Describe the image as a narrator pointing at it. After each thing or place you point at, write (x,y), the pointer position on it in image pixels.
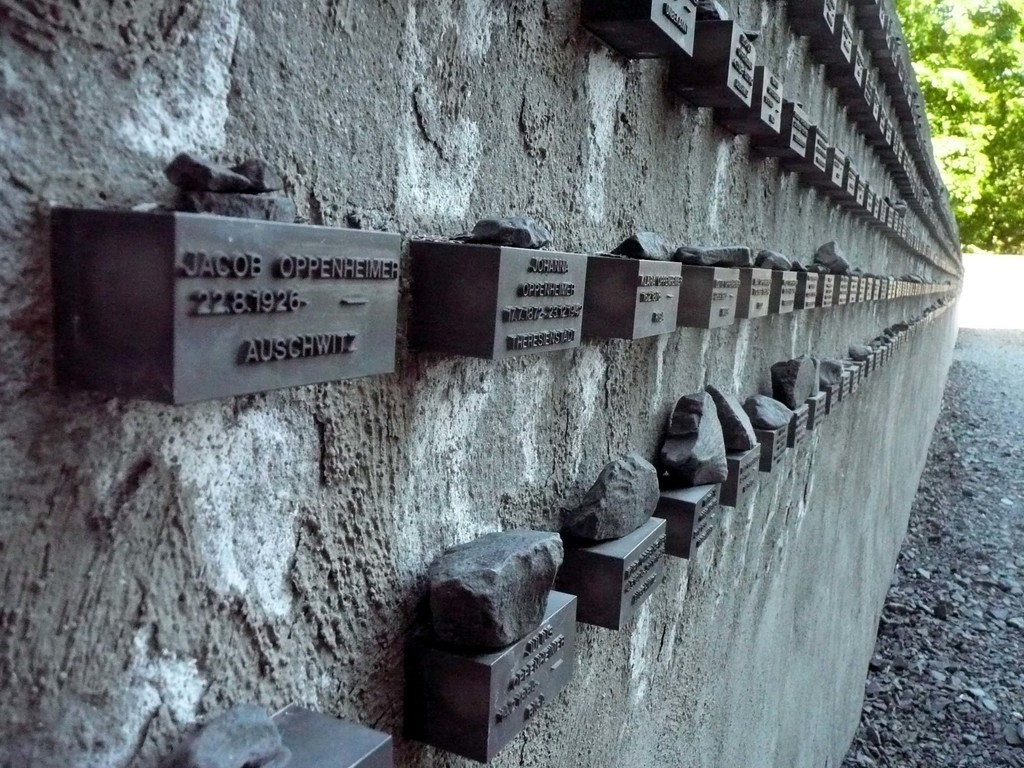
This image is taken outdoors. On the left side of the image (166,325) there is a wall (88,113) with many bricks (537,628) and text (554,312) on them. On the right side of the image (964,124) there are a few trees (971,71).
